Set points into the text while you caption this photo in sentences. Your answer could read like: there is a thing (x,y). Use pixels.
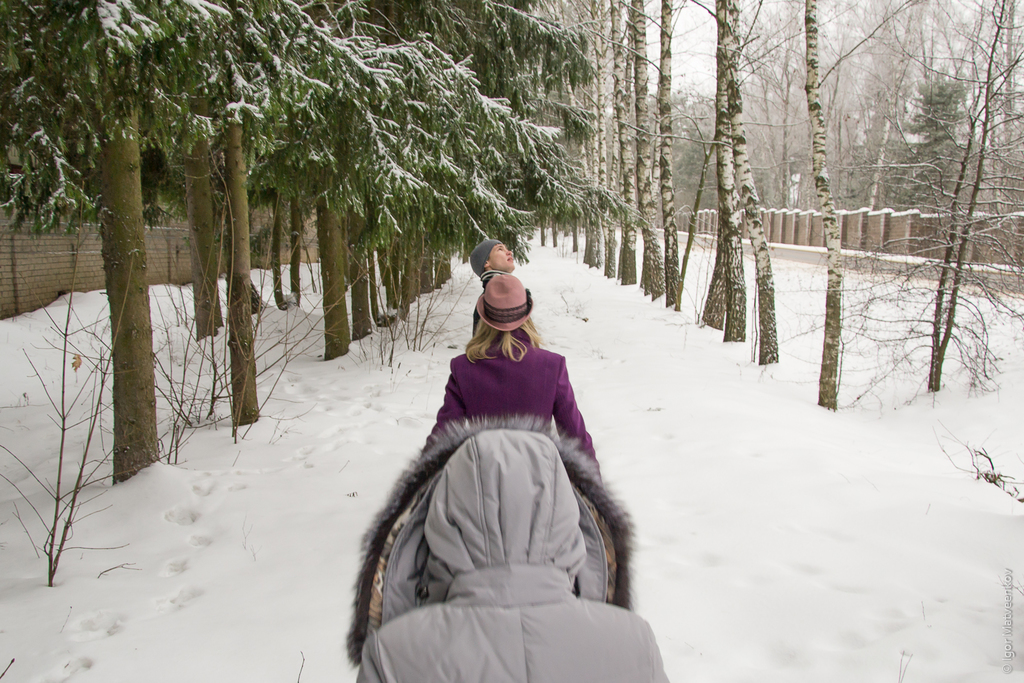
There are three persons (506,441) standing in the middle of this image (513,338). There are some trees (479,170) in the background (340,153), and we can see there is a wall (151,238) on the left side of this image (164,258), and on the right side of this image (850,229) as well, and the land (677,362) is covered with a snow (322,455).
